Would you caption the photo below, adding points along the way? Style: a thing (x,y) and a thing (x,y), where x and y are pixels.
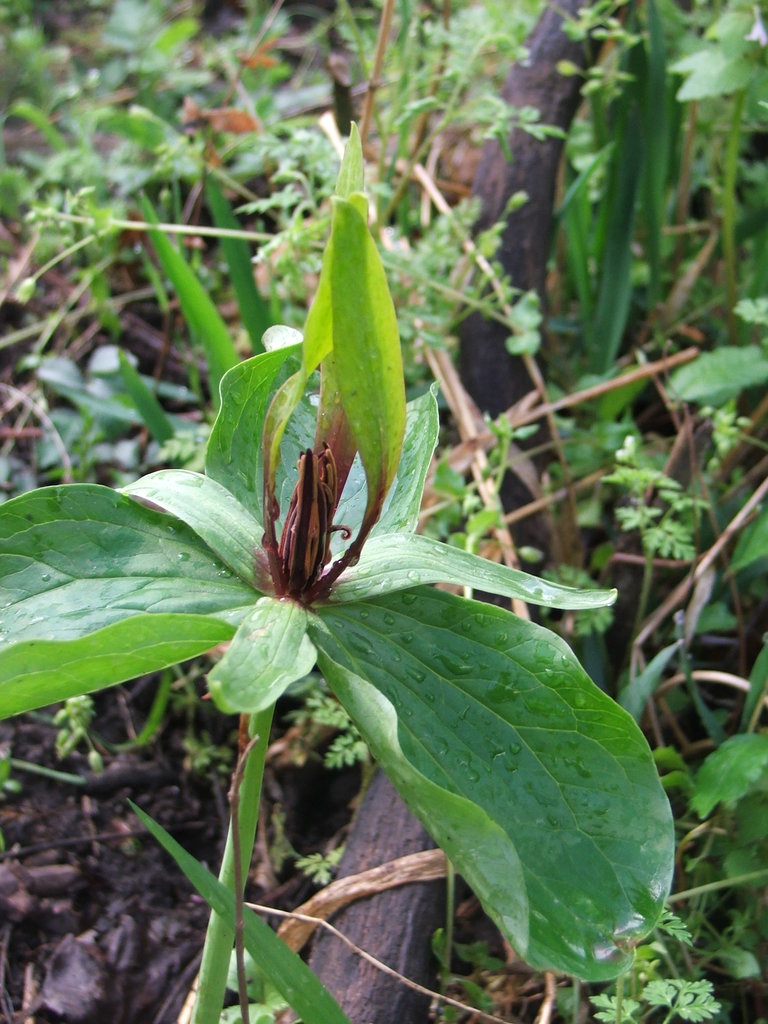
In this image we can see the plant (148,525) on which we can see the dew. Here we can see the wooden stick (425,947). This part of the image is blurred.
